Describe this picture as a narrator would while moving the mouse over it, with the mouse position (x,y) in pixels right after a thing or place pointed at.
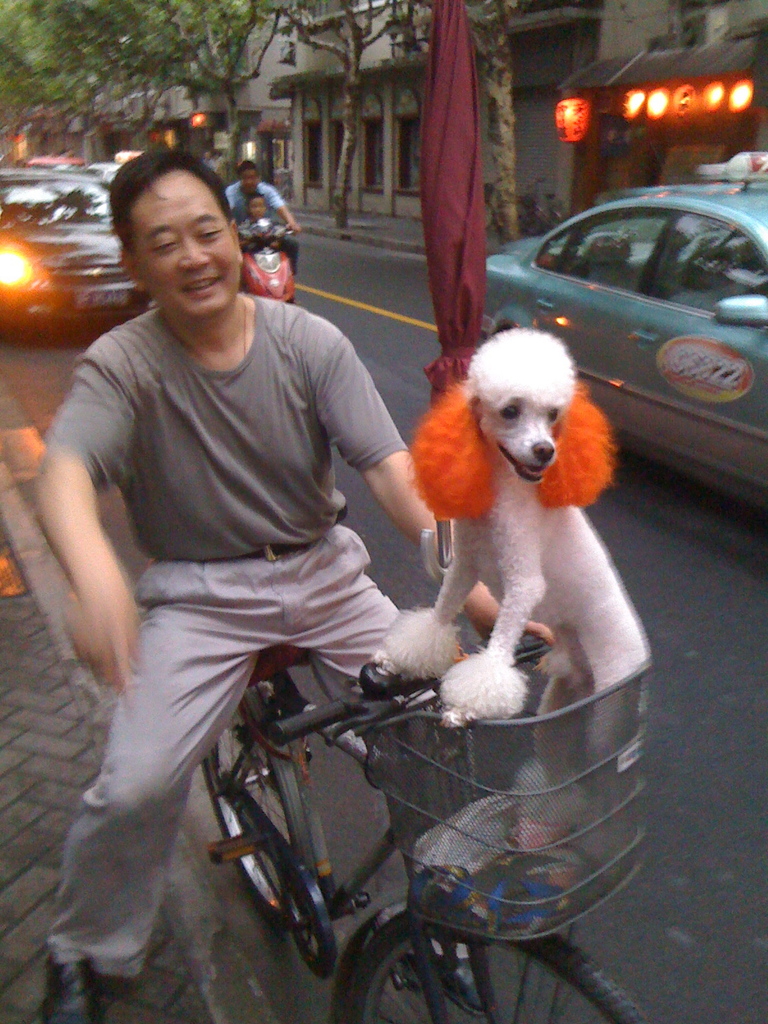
In this image we can see a man (252,492) on the bicycle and a dog (499,580) in the basket (537,782). In the background (612,316) we can see a car (638,232), bike (279,229), buildings (274,138) and trees (131,67).
